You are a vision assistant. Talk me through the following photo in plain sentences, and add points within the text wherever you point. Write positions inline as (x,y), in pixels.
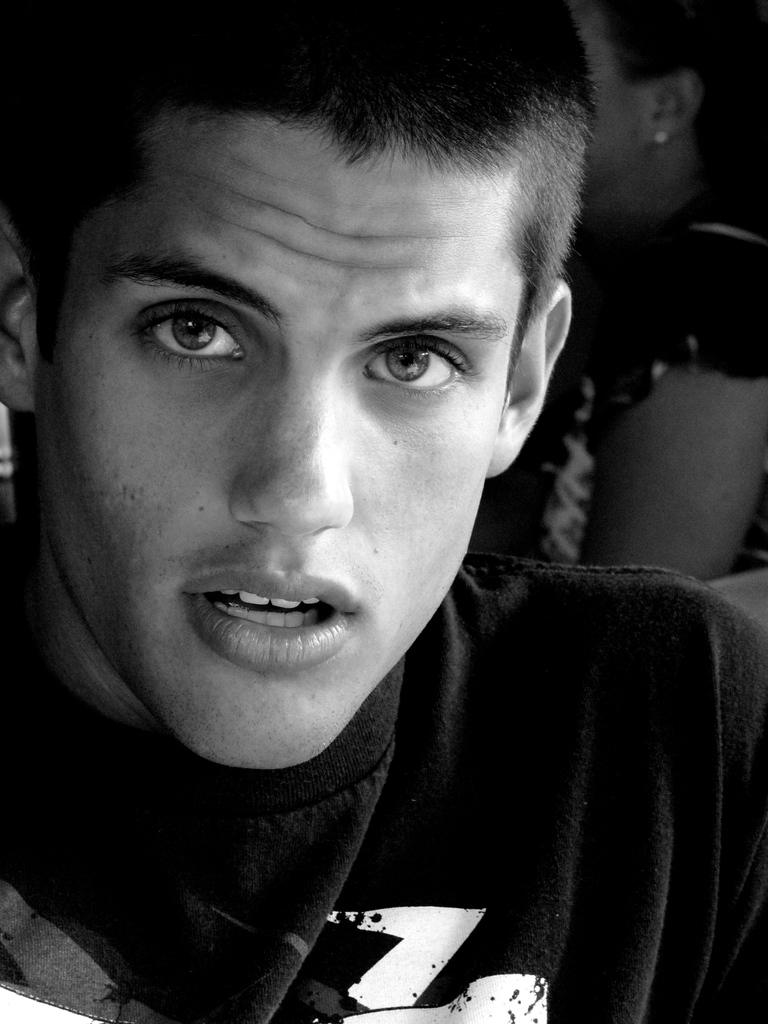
In this image we can see two persons (470,587).
